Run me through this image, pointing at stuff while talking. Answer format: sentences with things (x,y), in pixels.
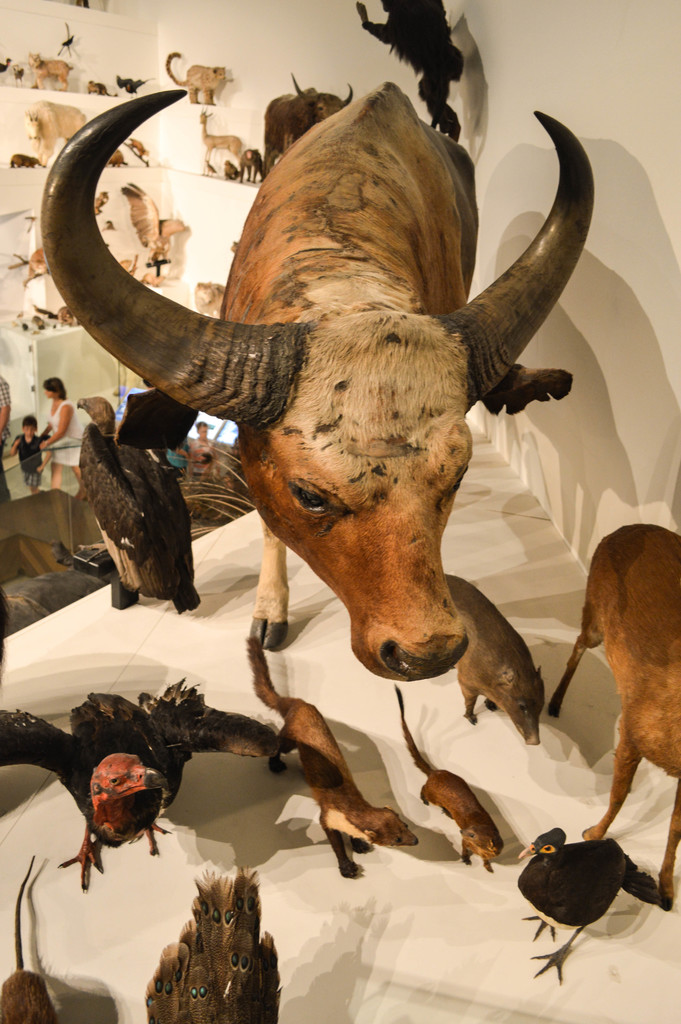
In this image we can see a few animals (424,548) and birds (175,968) on the surface (283,787). On the right side (632,248), we can see a wall (585,399). On the left side (13,454), we can see few persons (56,483) on a surface (14,472) and few animals (41,252) on the shelves (23,232).
